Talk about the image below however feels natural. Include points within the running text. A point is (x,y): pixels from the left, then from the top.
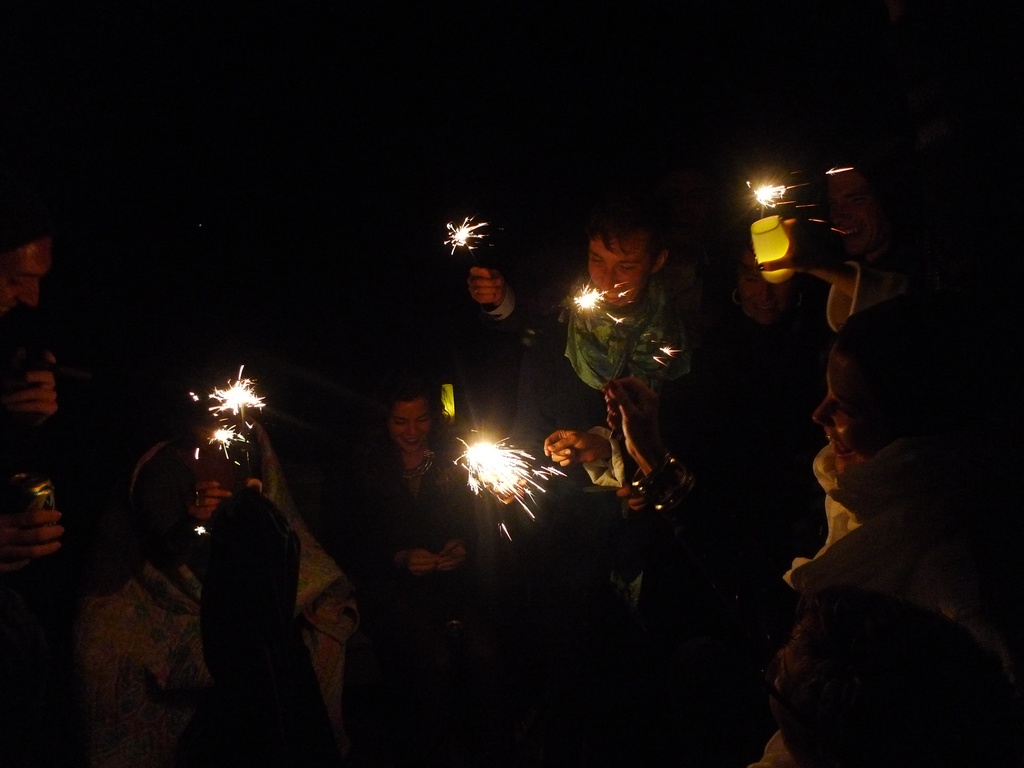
In this picture there are people (760,301) in the image, they are lighting crackers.
